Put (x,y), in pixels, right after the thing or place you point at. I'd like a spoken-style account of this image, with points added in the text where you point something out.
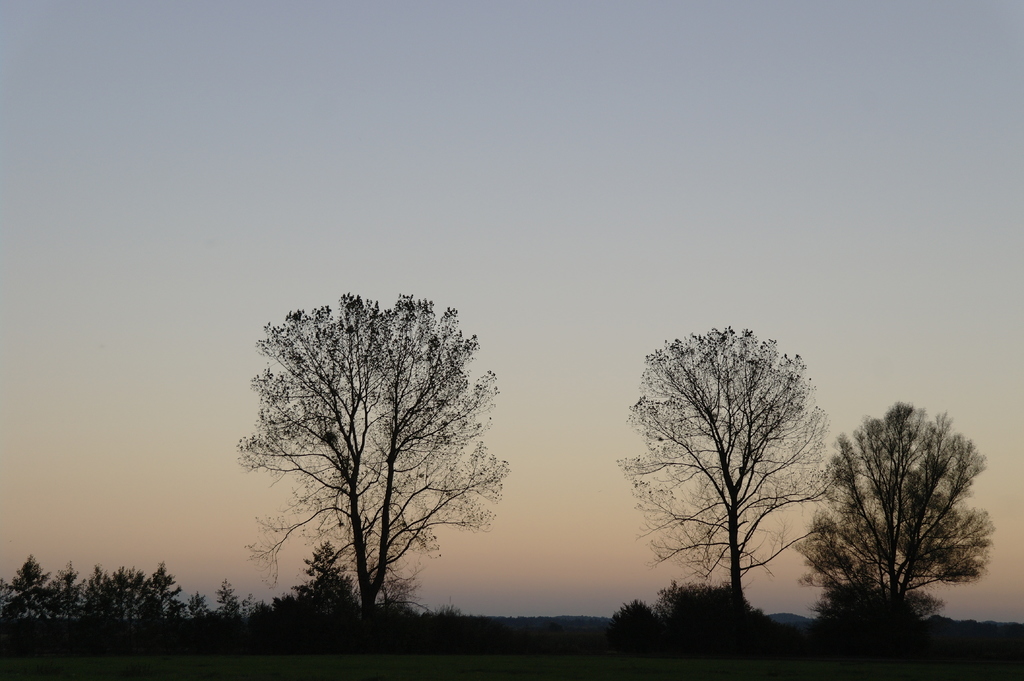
In this image we can see trees (27,580) and grass (308,668) on the ground (308,668). In the background (434,490) there are trees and sky (707,256).
